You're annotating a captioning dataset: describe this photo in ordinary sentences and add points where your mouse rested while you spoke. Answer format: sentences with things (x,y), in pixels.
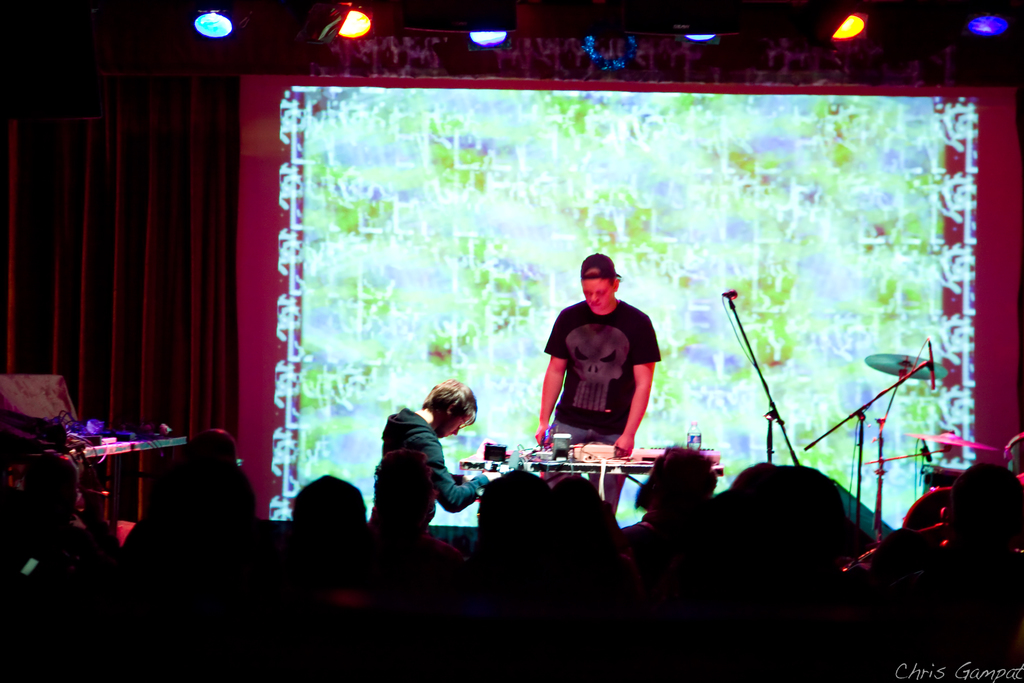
As we can see in the image there are few people (398,529) here and there, screen (708,255), lights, tables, musical drums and light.
